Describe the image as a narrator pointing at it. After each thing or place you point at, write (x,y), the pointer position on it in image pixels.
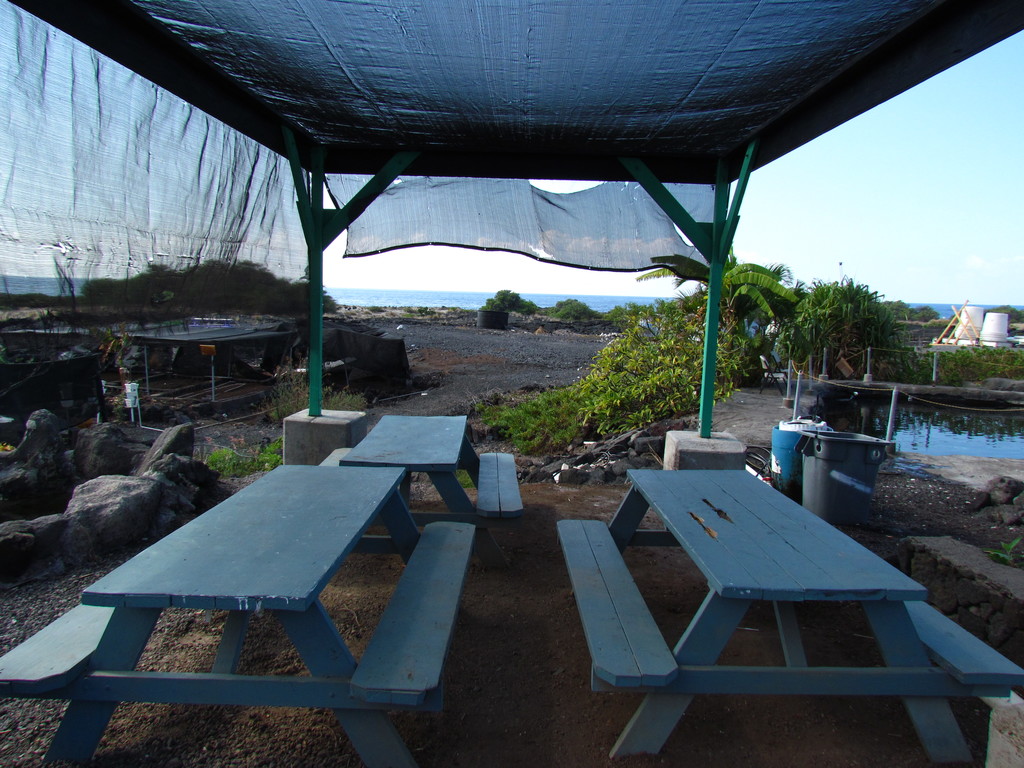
In this picture, it looks like a canopy tent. We can see there are picnic tables (445,539) under the canopy tent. On the left side of the image (107,508), there are rocks (213,491). On the right side of the picnic tables (678,472), there are plastic barrels (791,463), trees (899,346), sky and some other objects (937,345).
